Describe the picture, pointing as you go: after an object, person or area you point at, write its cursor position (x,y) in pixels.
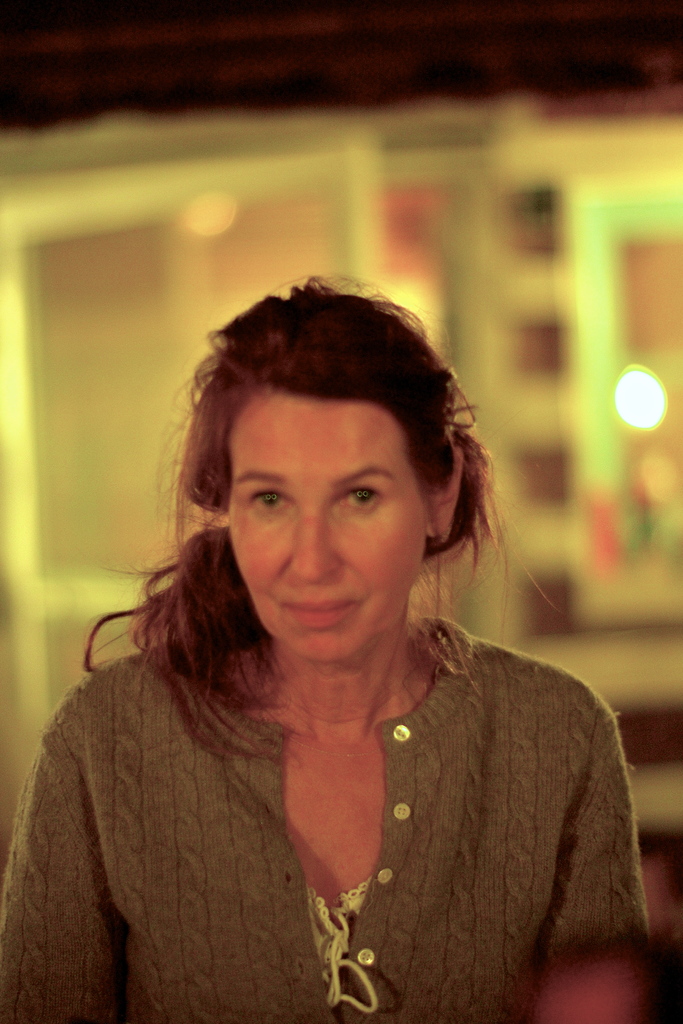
Background (98,392) portion of the picture is blur and this is a door (174,199). Here we can see a woman (207,1004).
